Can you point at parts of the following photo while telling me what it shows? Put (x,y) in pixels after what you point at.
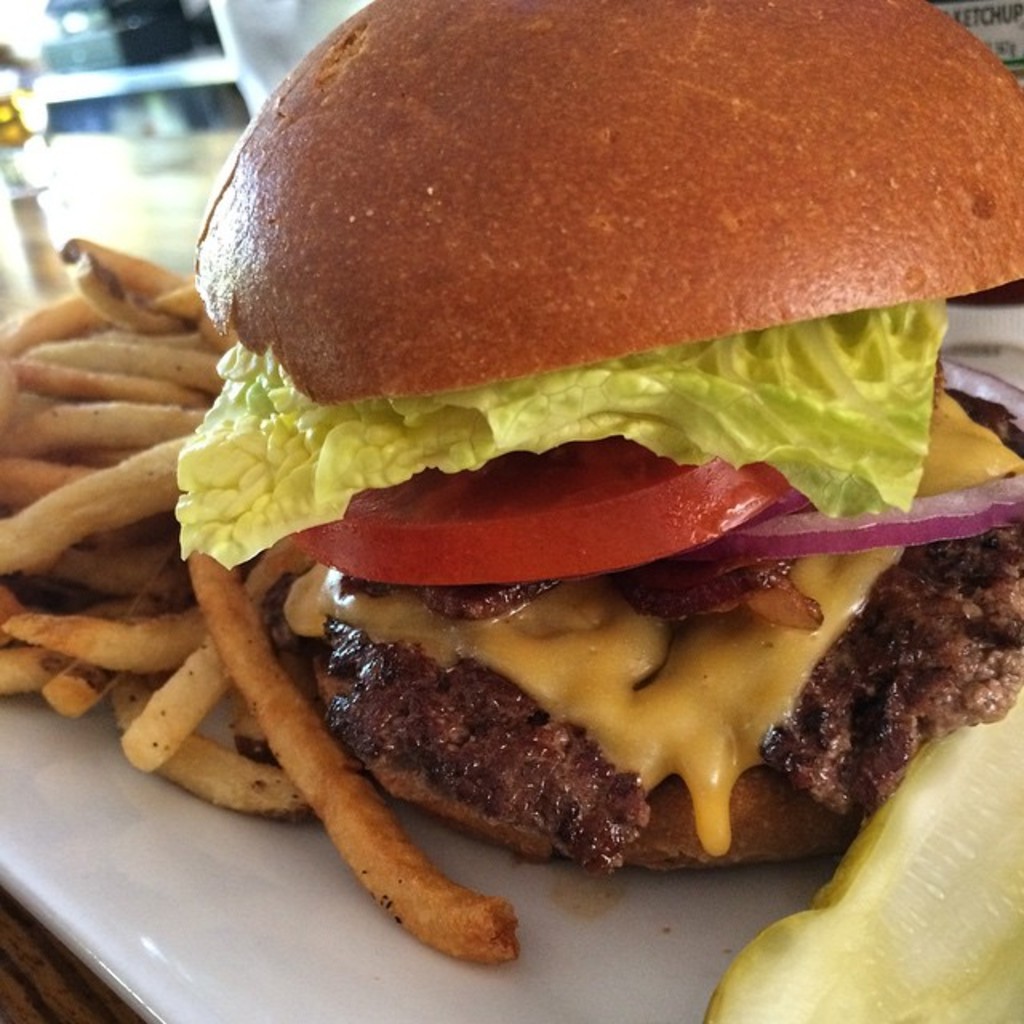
In this picture we can see a plate (227,857) with food (769,688) and fries (8,664) on the wooden platform (55,1007). In the background of the image (171,81) it is blurry.
